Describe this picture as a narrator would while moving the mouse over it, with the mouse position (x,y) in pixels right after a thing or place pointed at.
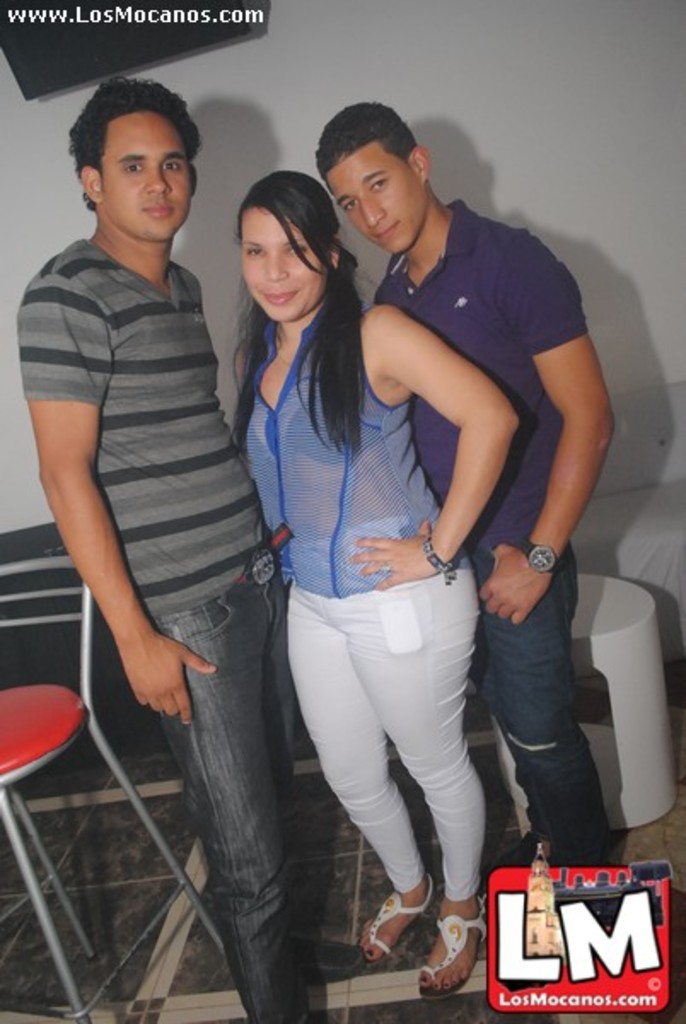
In this image we can see three people (374,702) standing on the floor (346,853), there is a chair (93,719) beside the man (122,348) and there is a table (610,638) and a couch (645,452) behind the man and there is a wall (250,110) with black color object (40,76) in the background (299,112).
